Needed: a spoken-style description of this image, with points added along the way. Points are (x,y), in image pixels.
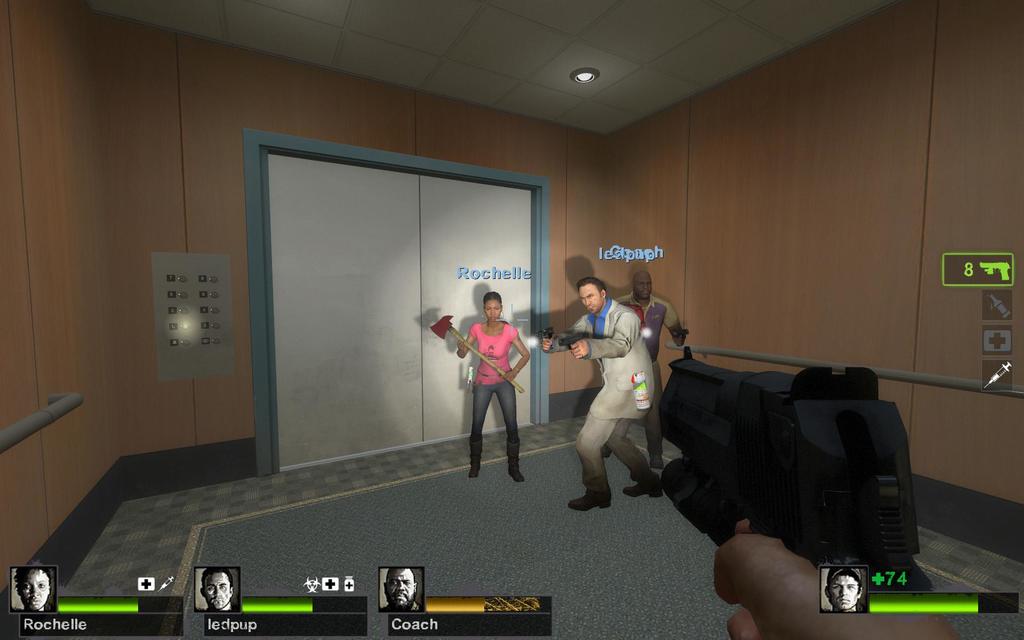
This is animated picture, we can see three people (619,435), this man (589,466) holding guns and this woman (501,388) holding a tool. We can see floor (506,535) and right side of the image (708,474) we can see a gun (761,508) hold with hand (742,584). Top we can see light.
